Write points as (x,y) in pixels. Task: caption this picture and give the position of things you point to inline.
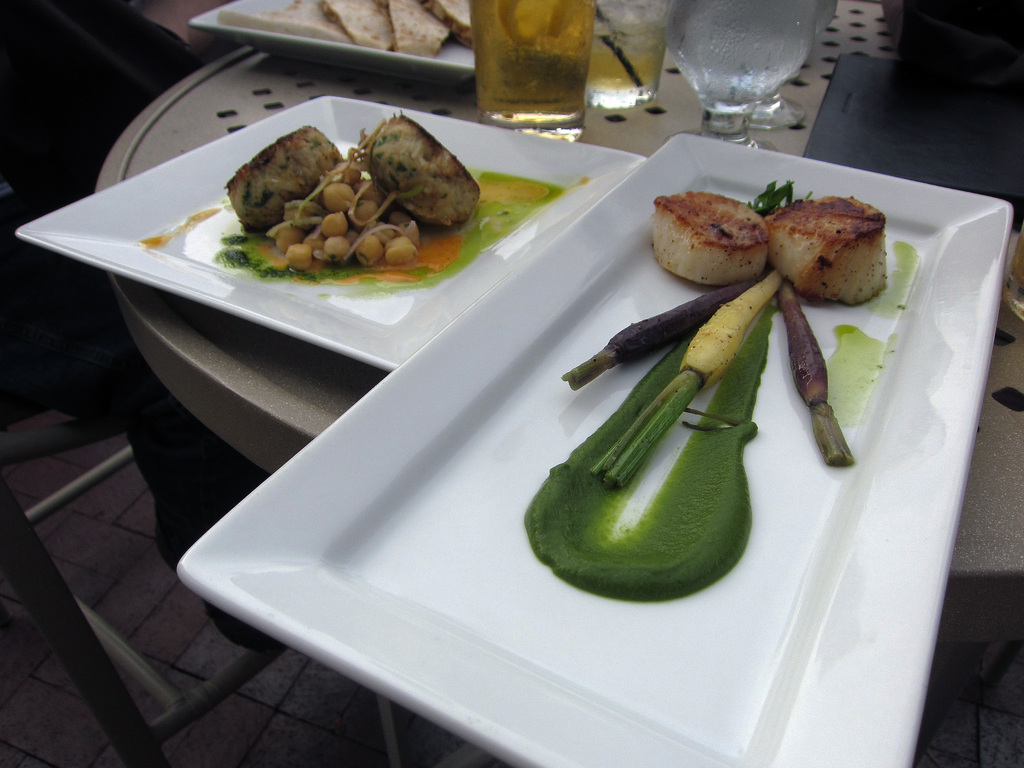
In the image there is food (729,315) with green sauce (675,507) on the plate (659,457), beside it there is another plate (378,221) with sprouts (347,210) and food (330,202) along with water glasses (763,80) and food (280,8) on the plate (451,42), all are on table (214,384).
